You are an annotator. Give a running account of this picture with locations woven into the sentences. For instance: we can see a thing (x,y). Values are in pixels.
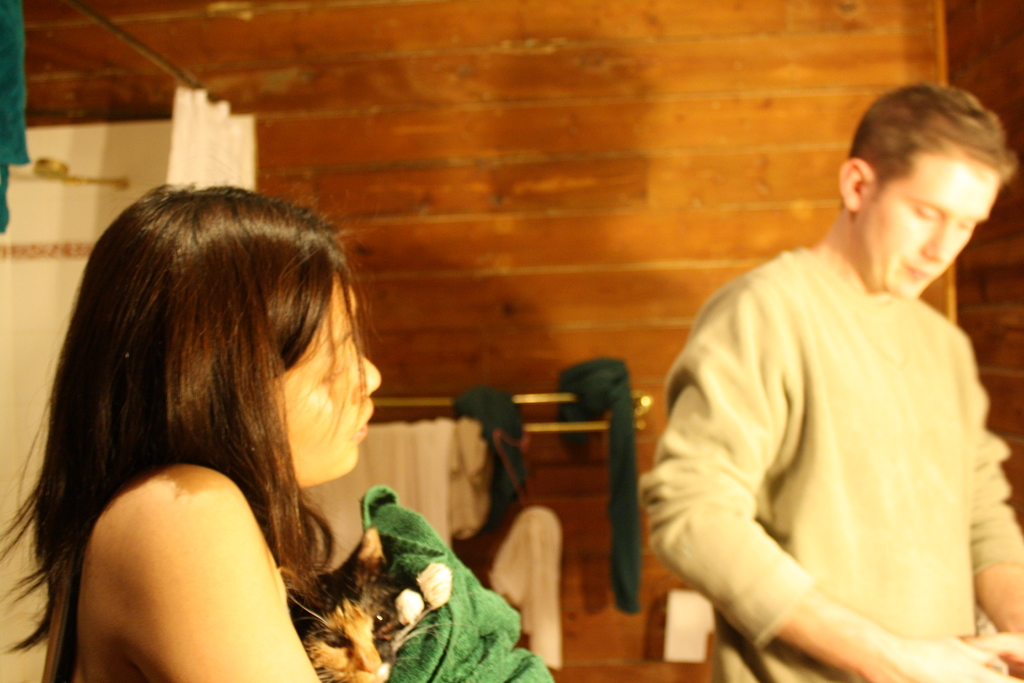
in the picture there is a woman (284,523) holding a cat (393,621) in her hands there is man (890,394) a little bit away from the woman (65,559).
